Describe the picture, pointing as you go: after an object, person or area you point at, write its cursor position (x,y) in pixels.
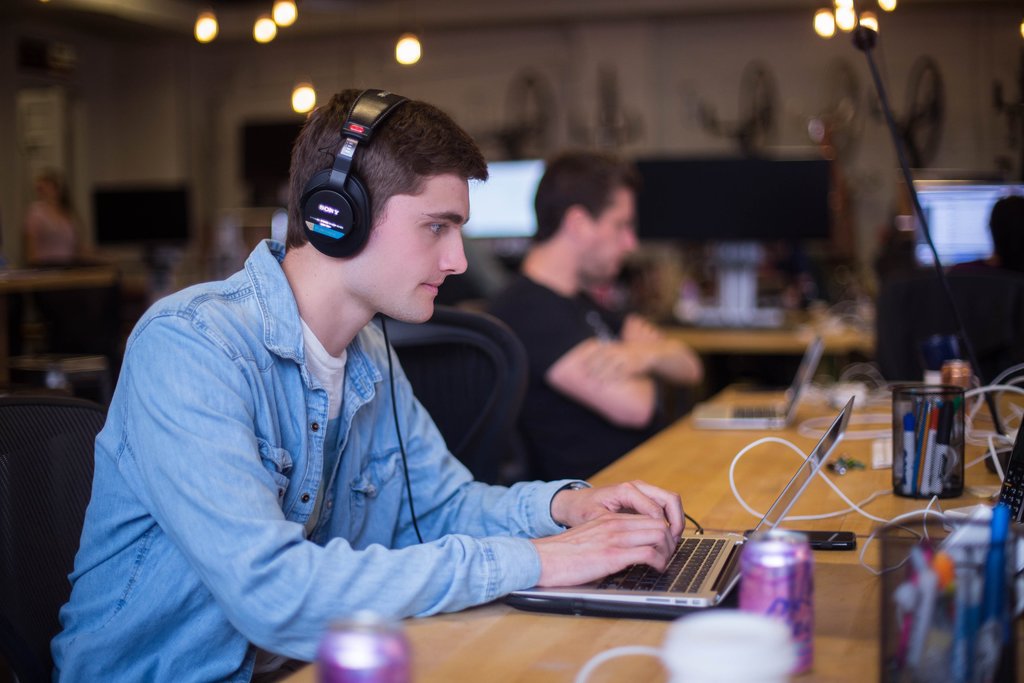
In this image there is a person (385,153) with a headset (320,241) is sitting on the chair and operating a laptop (627,579) which is on the table (796,521), there are cans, pens (927,417) in pens stands (934,661), cables (858,418), laptop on the table (812,411), a person (676,362) sitting on the chair (943,340), and in the background (35,37) there are monitors (976,258) on the tables (25,268), wall (949,19), lights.
